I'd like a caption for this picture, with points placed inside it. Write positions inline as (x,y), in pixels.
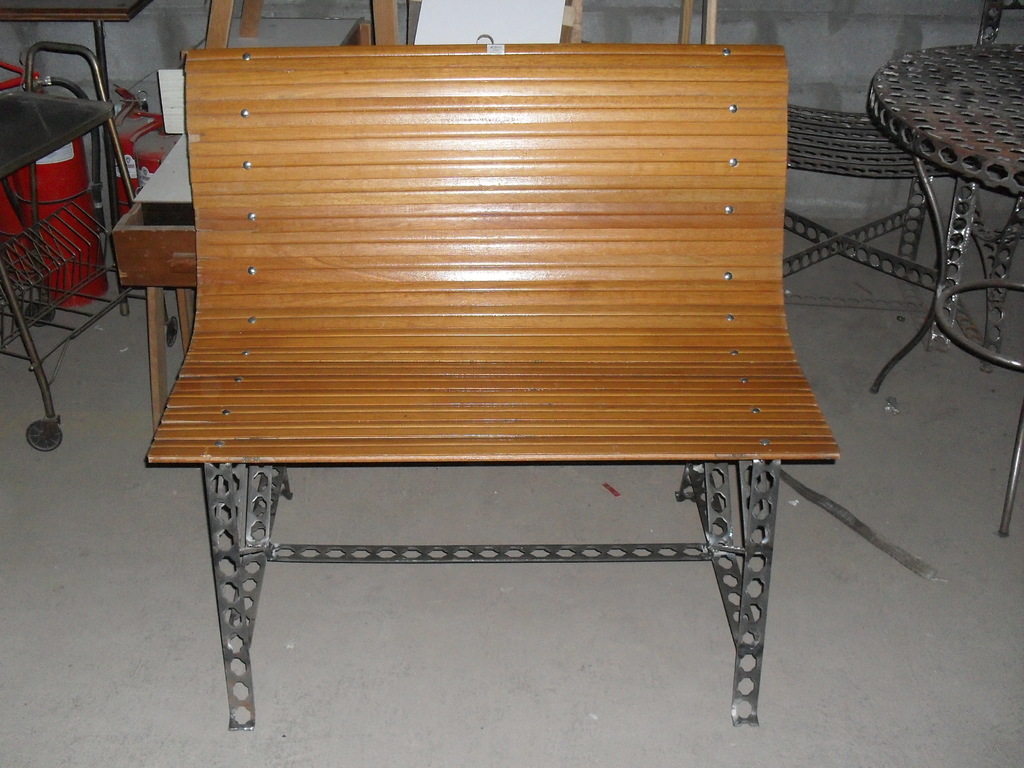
In the middle of the picture (516,396), we see a bench (550,297) and beside that, we see an iron table (919,104) and behind that, there is an iron chair (850,163). On the left corner of the picture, we see a cart (26,119) and behind the bench (231,131), we see wooden furniture (395,19). This picture might be clicked inside the room (515,654).
